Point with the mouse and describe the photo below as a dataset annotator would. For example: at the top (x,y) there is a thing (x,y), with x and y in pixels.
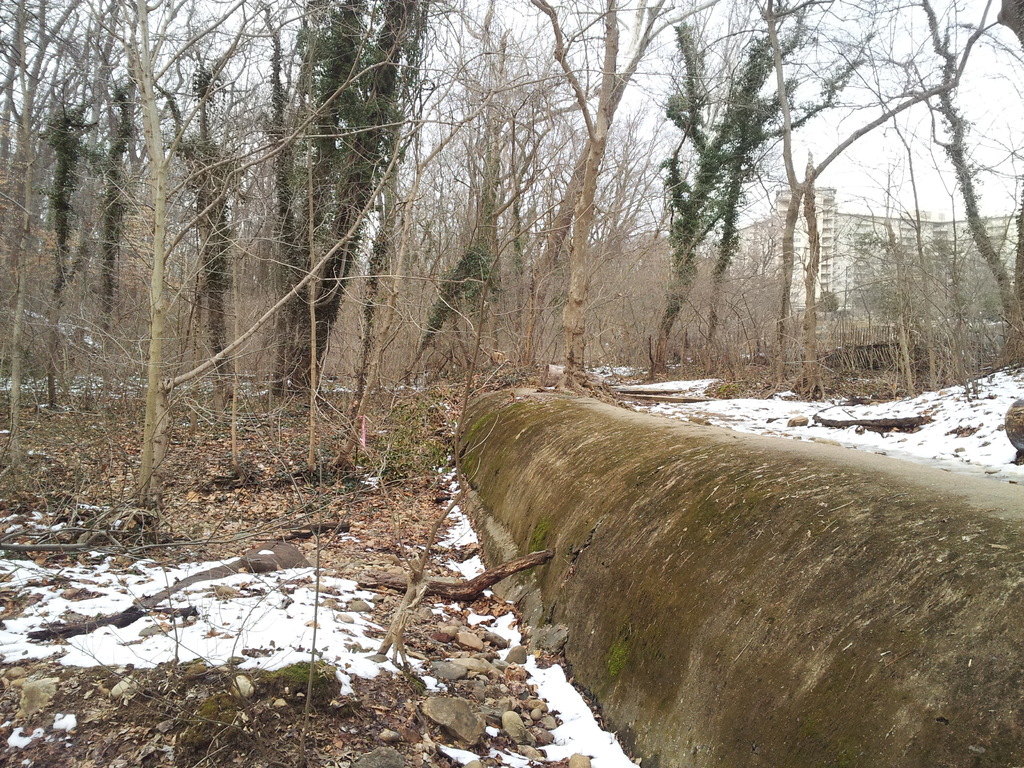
In this picture, we see trees (421,596), stones (450,636) and twigs (628,268). In the background (804,222), there are trees (943,281) and a building (821,218). This building (836,276) is in white color.
